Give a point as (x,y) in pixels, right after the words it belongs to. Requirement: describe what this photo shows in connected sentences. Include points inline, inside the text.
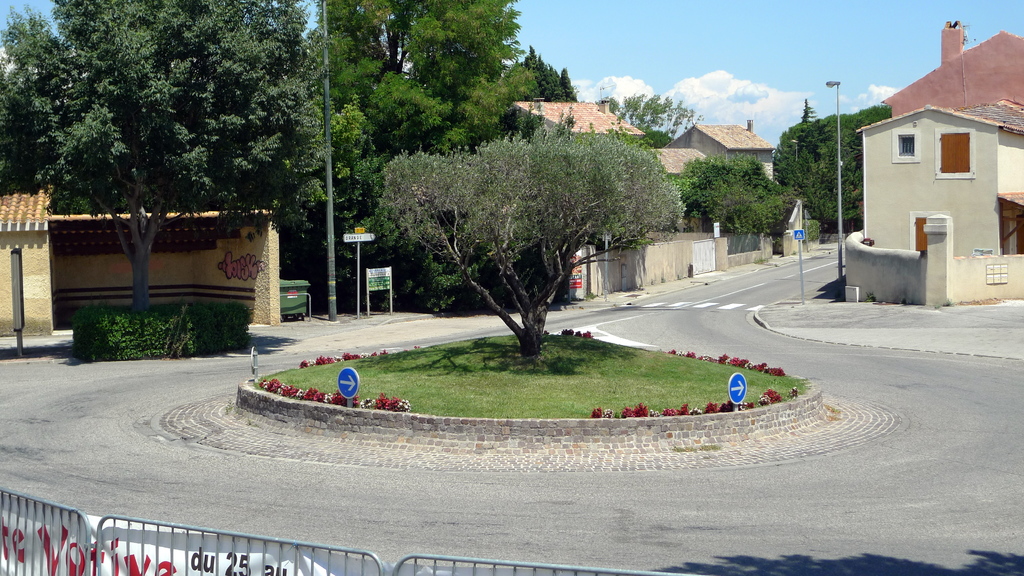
In this picture there is a boundary (27,494) at the bottom side of the image (74,541) and there are houses (1002,223) and trees (712,224) in the center of the image (524,335).
